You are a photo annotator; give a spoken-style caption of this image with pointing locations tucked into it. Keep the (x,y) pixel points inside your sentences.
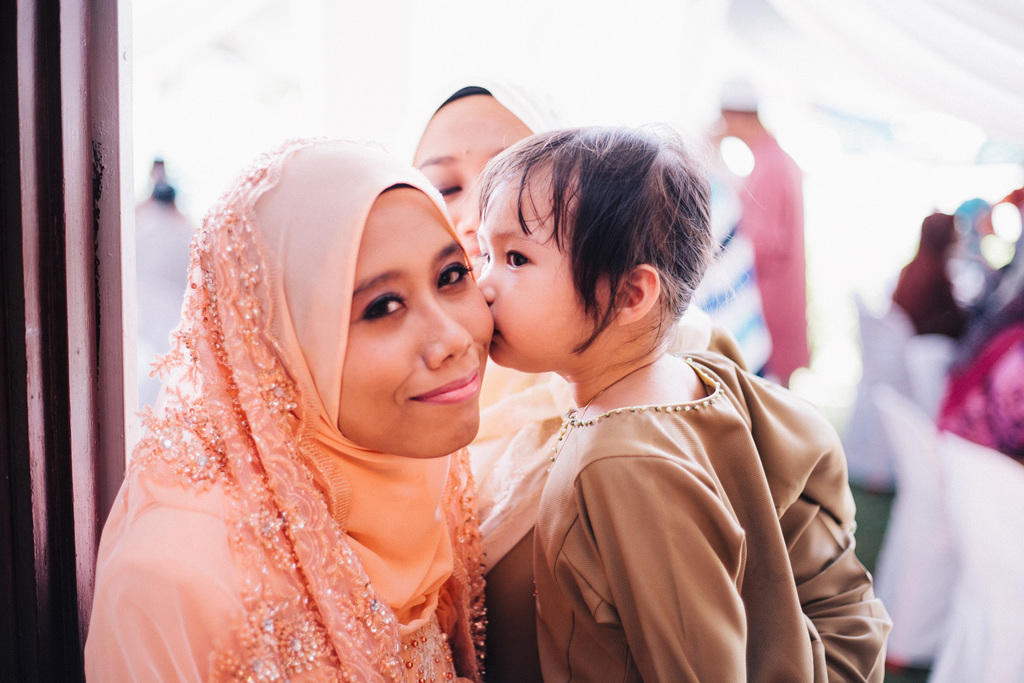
In this picture there is a woman (355,253) who is wearing orange scarf (433,554), beside her there is a small kid (709,485) who is wearing a shirt (660,497). Behind them there is another woman (476,140) who is wearing white scarf (503,519) and shirt (525,614). In the background (997,434) I can see some peoples (970,407) were sitting on the chair (926,452). At the top (1006,42) there is a tent (496,28). On the left (22,343) I can see the wooden door frame (72,331) on the wall (3,173).
